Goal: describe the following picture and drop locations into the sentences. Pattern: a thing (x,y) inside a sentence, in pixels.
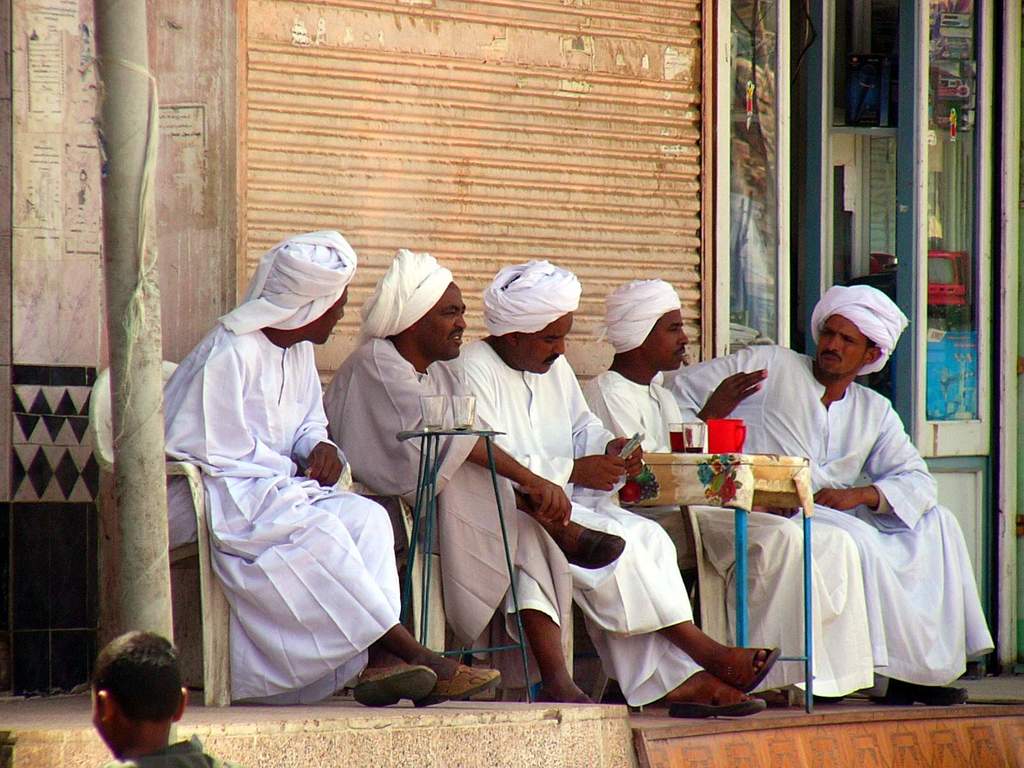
In the image we can see five men (652,443) sitting on the chair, they are wearing clothes (864,507) and cloth hat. There is a table (691,506), on the table (698,504), we can see glass (677,443) and water jug (731,433). Here we can see shutter (426,177), pole (114,276) and glass door (884,222).
